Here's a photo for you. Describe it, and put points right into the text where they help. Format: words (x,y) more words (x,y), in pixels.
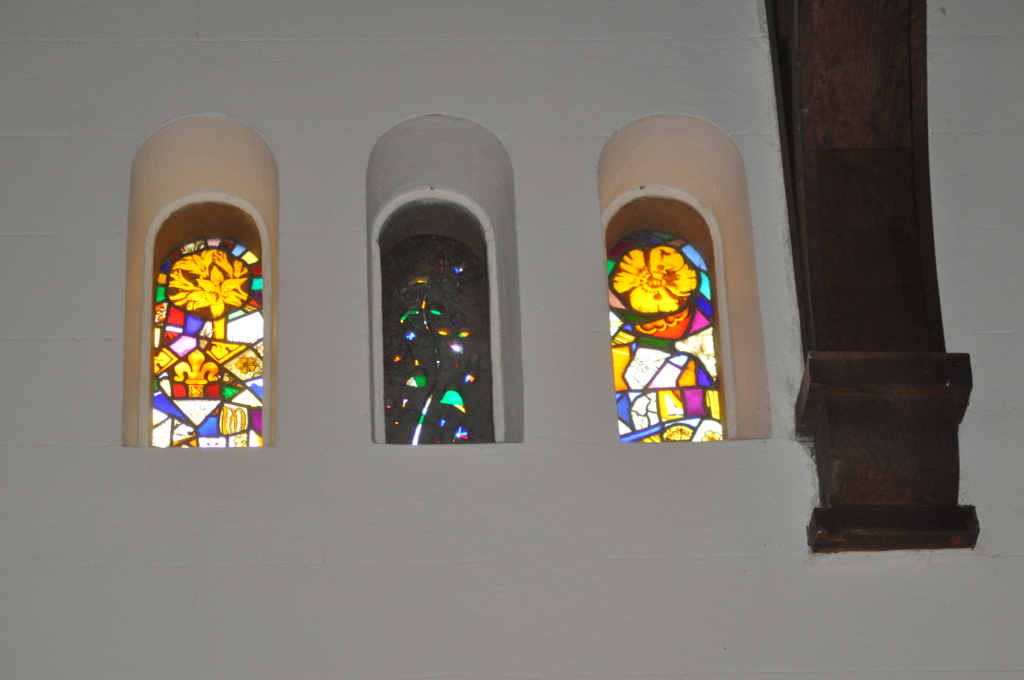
This pictures seems to be clicked inside. On the right (835,209) we can see the wooden object (861,236). In the center (493,378) we can see the three windows (423,271) and the wall (656,76) and we can see the pictures (239,302) of flowers (203,281) on the windows (245,265).
